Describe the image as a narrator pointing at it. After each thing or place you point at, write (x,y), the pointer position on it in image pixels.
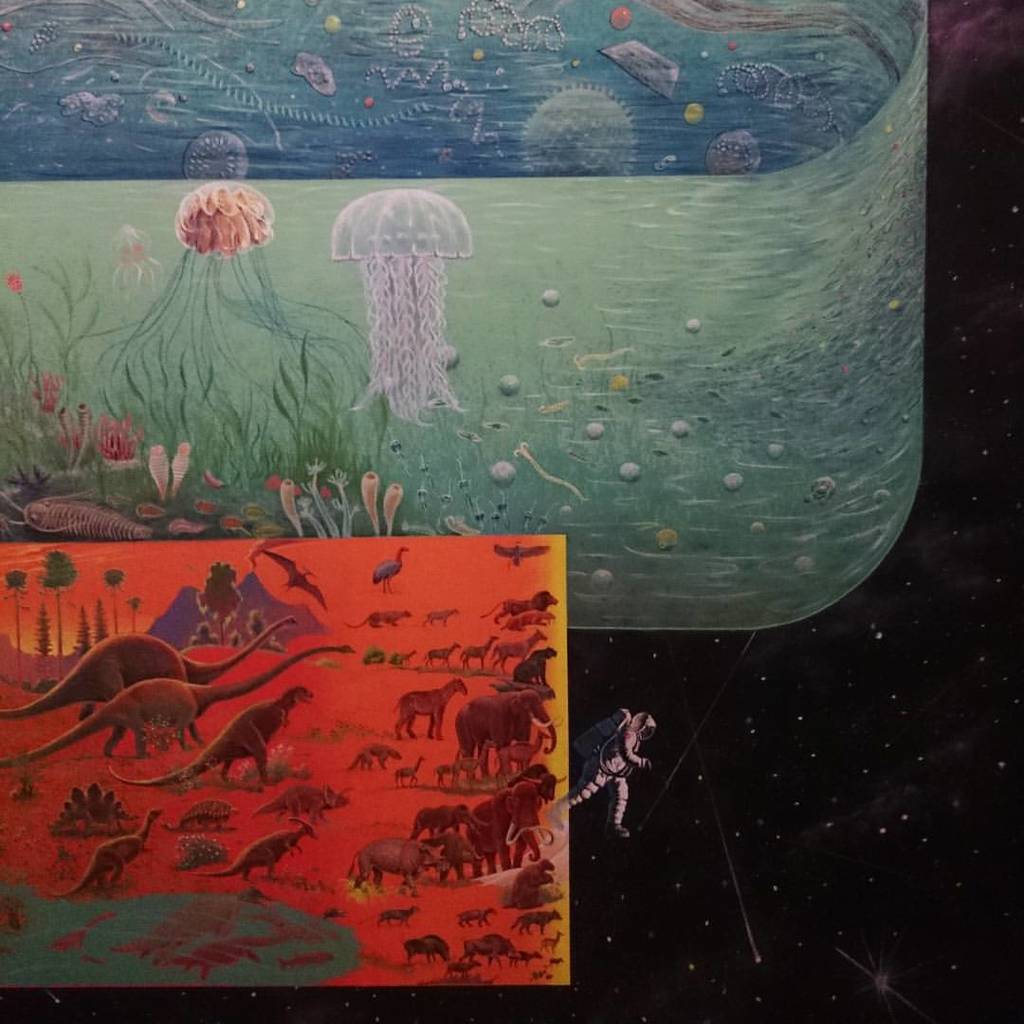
In this picture we can see the drawings (623,740) of an astronaut (634,732), animals (272,711), trees (209,596), hills (185,607), jellyfish (408,347) and some other objects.
